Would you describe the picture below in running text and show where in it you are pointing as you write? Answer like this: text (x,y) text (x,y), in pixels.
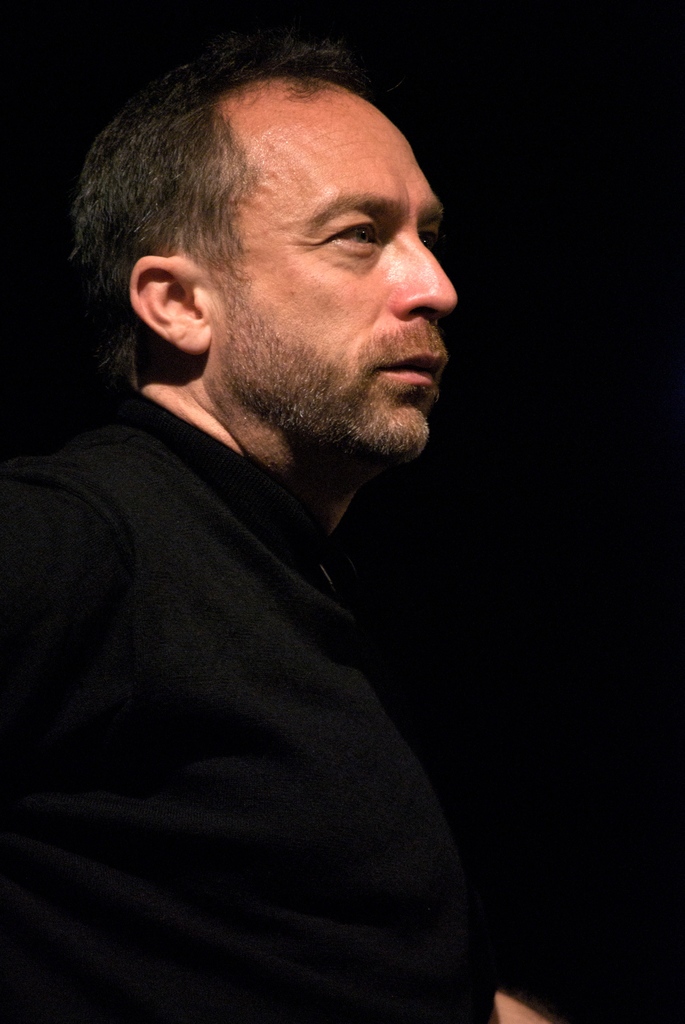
In this picture we can see a man (177,679) in the black t shirt (211,732) and behind the man (171,600) there is a dark background (1,197).
